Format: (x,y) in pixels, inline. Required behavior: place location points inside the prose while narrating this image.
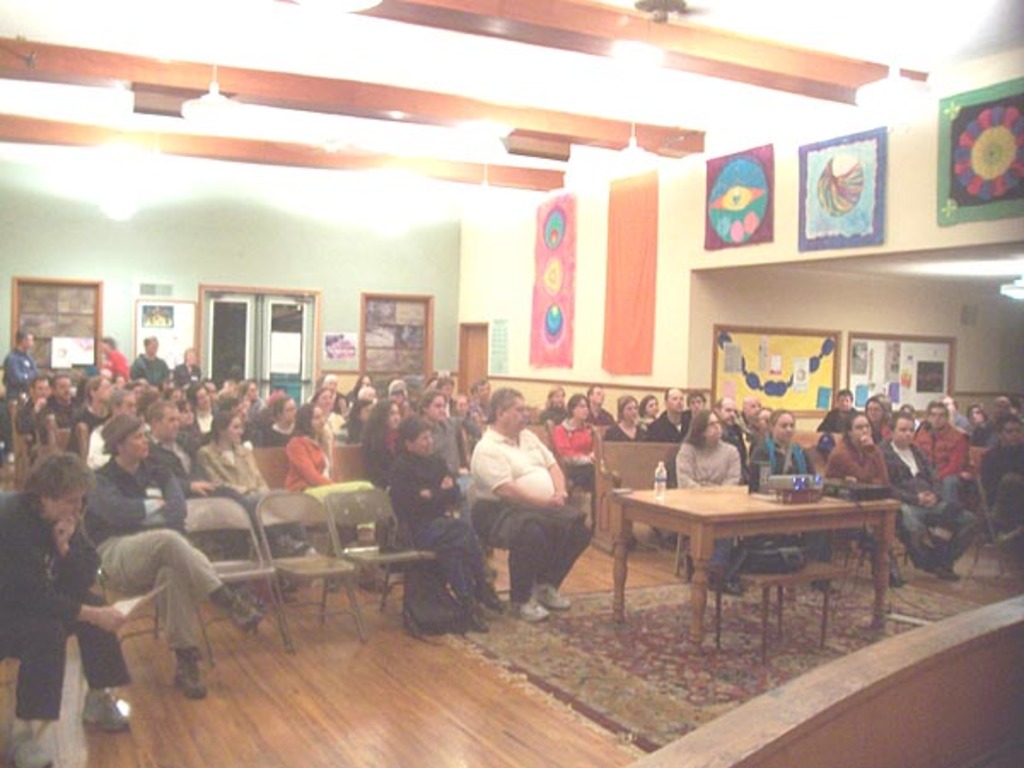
In this image there are group of person (246,458) sitting on a chair (284,499). In the center (662,492) there is a table (730,504) and projector (797,487) is kept on this table (750,496), there is a bottle (660,477). At the right side (750,349) on the wall (926,182) there are frames (875,347). In the background (238,324) there is a door (249,344) and four person (112,363) are standing.
